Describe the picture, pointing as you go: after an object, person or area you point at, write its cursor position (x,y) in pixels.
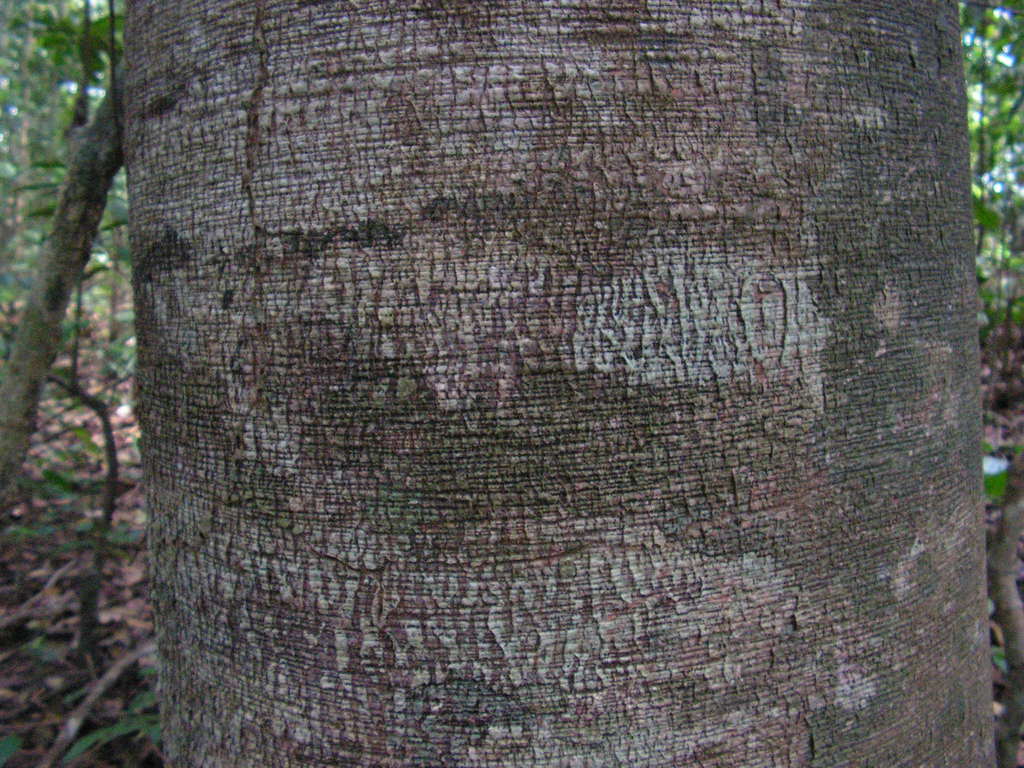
In the foreground (487,391), I can see a trunk (367,489). In the background (68,152) there are many trees (66,173) and plants (67,479) on the ground (59,607).
